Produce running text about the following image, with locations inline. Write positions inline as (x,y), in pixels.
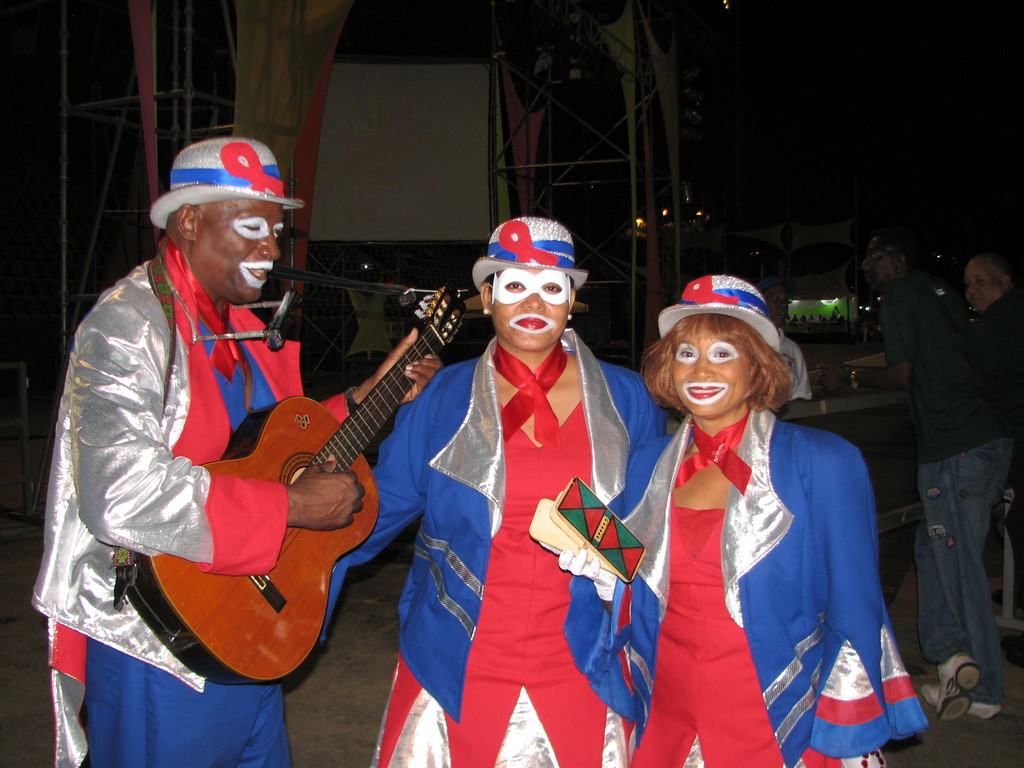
In this image I can see a man (216,418) holding a guitar (270,579) and two person (574,461) standing. At the back side (923,345) there are two persons (993,346). In front (709,341) three persons (504,269) are wearing a costume (344,572) and a different makeup (244,228). At the back side (533,94) I can see a iron stand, board (465,145) and lights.
